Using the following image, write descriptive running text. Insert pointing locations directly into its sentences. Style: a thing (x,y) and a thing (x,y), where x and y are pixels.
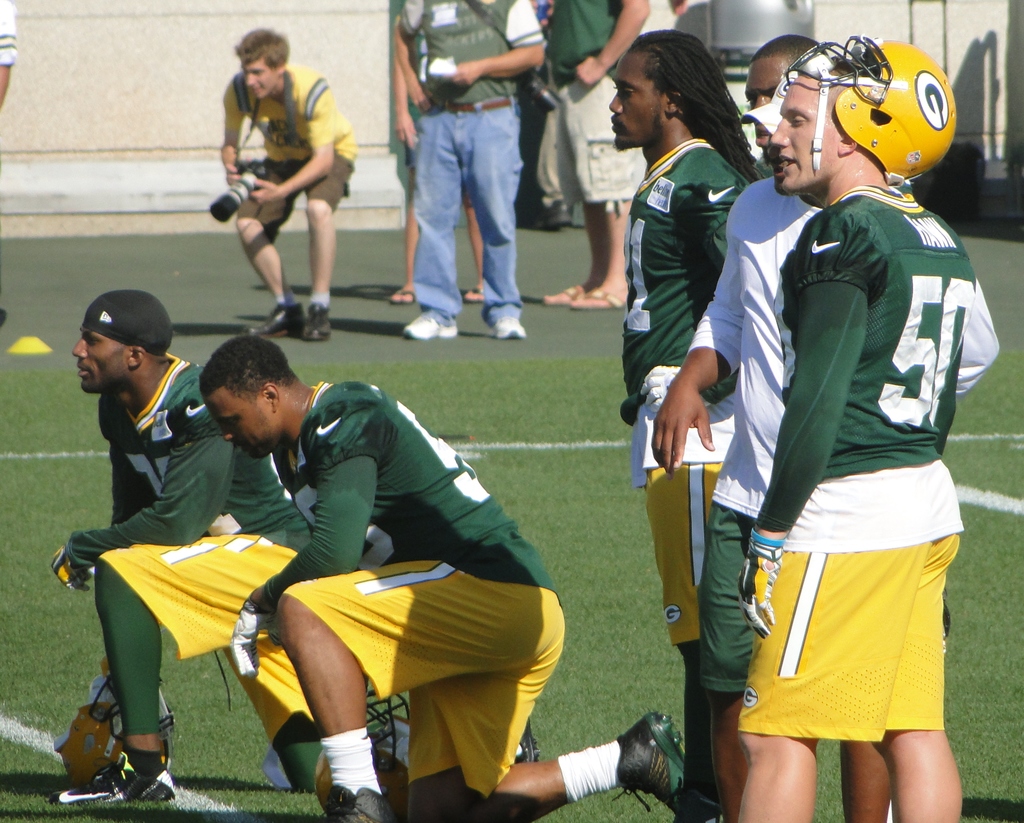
In this image I can see there are few persons (175,388) visible in the foreground (691,294) in the background (498,96) I can see a man (235,161) holding a camera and some persons (432,137) standing on ground (542,323) and there is the wall (292,25) at the top (138,97).
